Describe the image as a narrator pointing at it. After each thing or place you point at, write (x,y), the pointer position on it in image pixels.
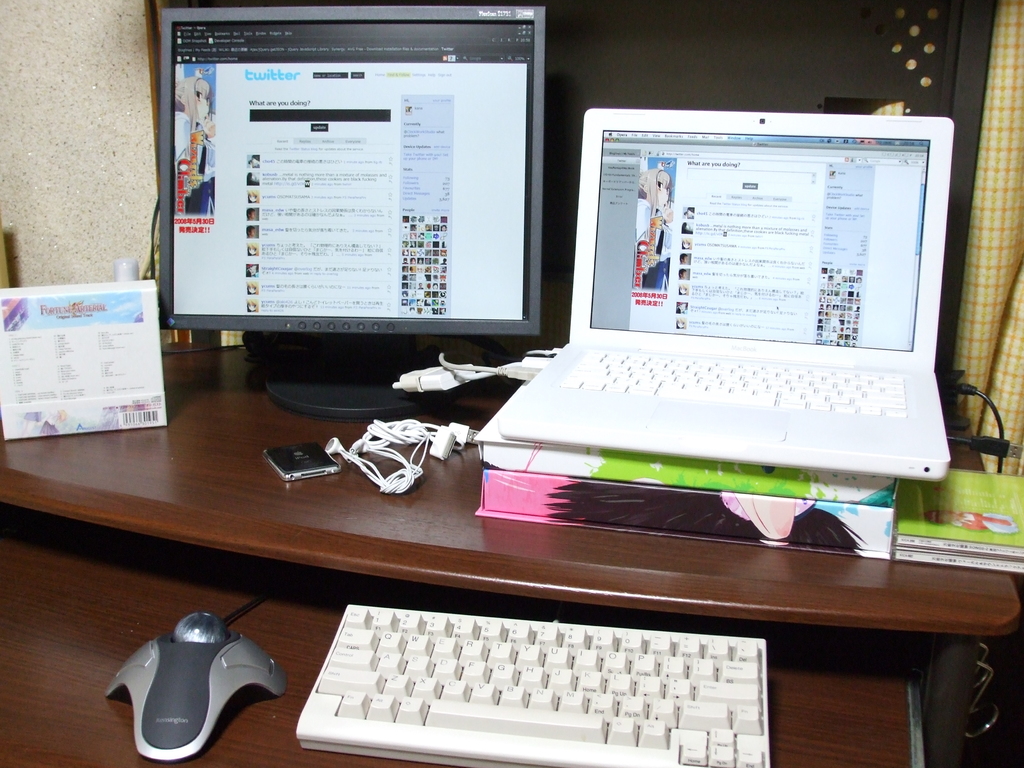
In the middle (369,511) there is a table (439,513) on that table (439,513) there is a laptop (748,413) and a monitor (498,326), keyboard (459,651), mouse (182,661), headphones (397,489), book (975,521) and some other items (960,519). In the background (1003,242) there is a curtain (998,217) and wall (96,171).
